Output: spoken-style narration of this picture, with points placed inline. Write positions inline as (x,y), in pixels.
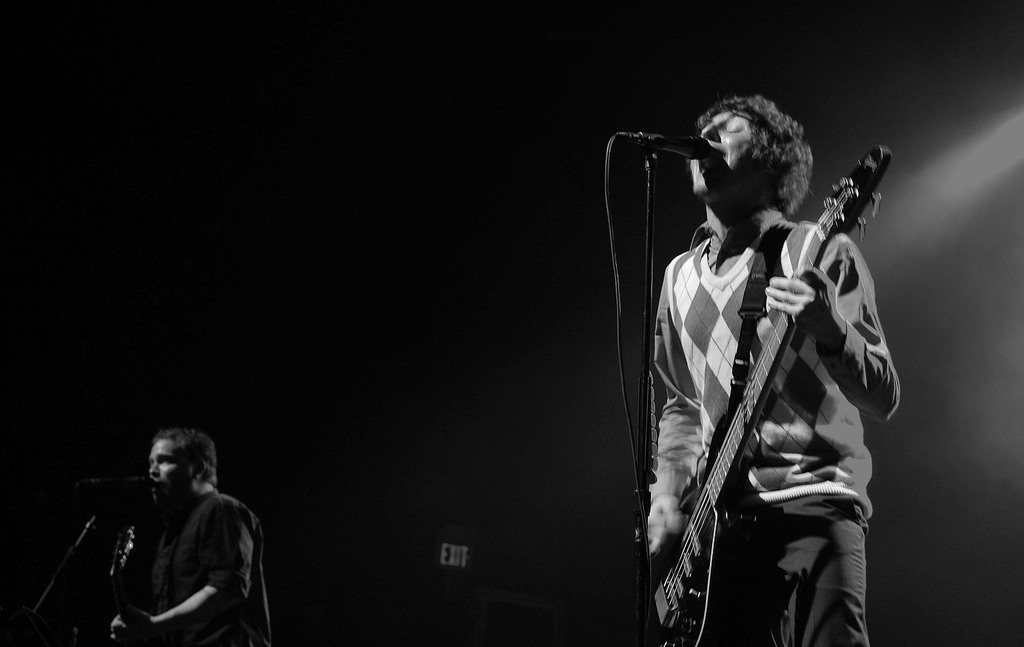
This person (848,317) is holding a guitar (719,456). In-front of this person (739,164) there is a mic (687,156) and mic holder (652,157). This person (176,472) is also holding a guitar (126,597). In-front of this person (184,505) also there is a mic (125,485).
